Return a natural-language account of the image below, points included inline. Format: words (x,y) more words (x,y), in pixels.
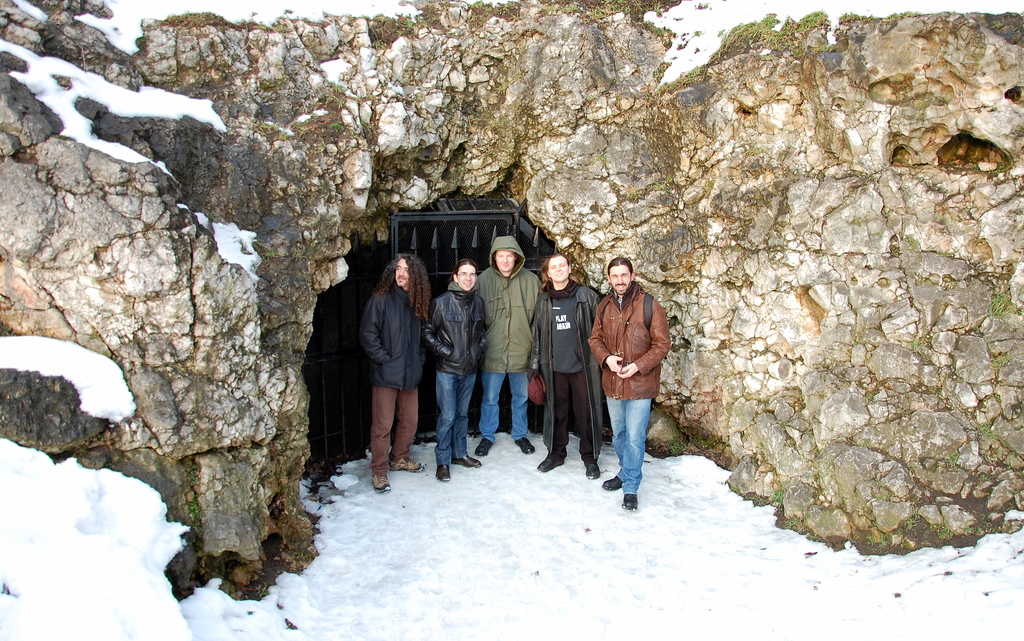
In the image there is a huge rock surface (483,191) and under that rock surface (359,221) there is a gate (399,239) in front of a cave (335,314), a group of people (470,334) were standing in front of a cave (345,413) and the ground (412,565) is surrounded with a lot of snow (475,569).
